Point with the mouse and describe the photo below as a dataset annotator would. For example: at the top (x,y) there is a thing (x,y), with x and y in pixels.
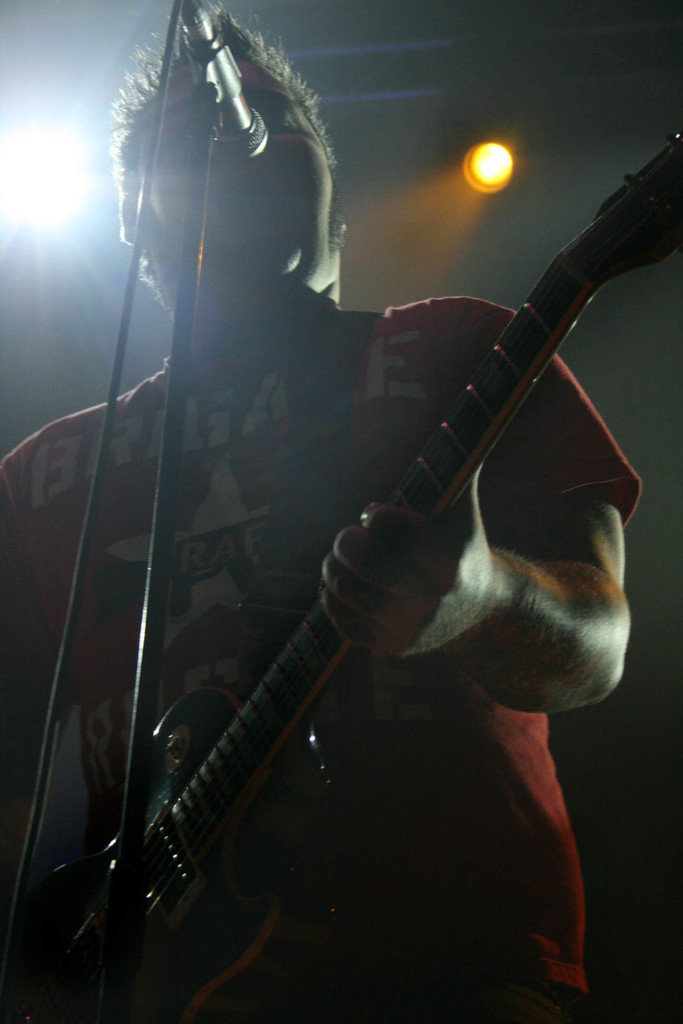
In the middle of the image (447,382) a man (446,621) is standing and playing guitar (188,796) and there is a microphone (254,145).
